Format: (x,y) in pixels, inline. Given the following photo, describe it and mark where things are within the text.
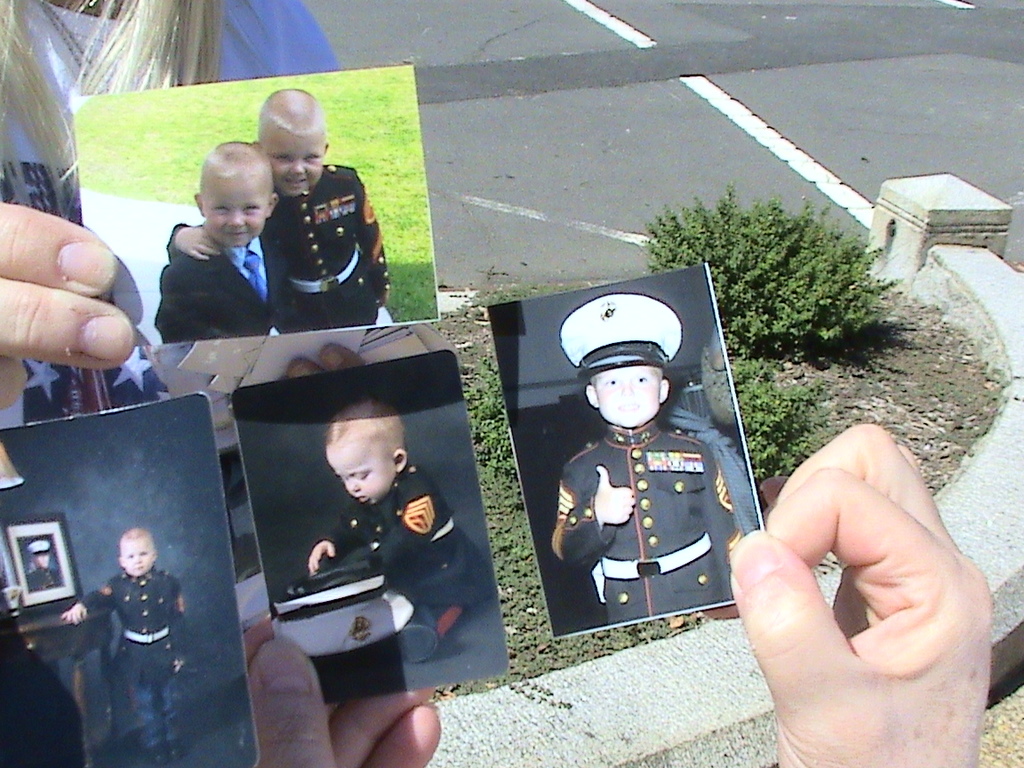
In this image there are two persons (901,626) holding photographs (109,620) of children (342,306) in their hands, on the surface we can see baby plants (815,284).
